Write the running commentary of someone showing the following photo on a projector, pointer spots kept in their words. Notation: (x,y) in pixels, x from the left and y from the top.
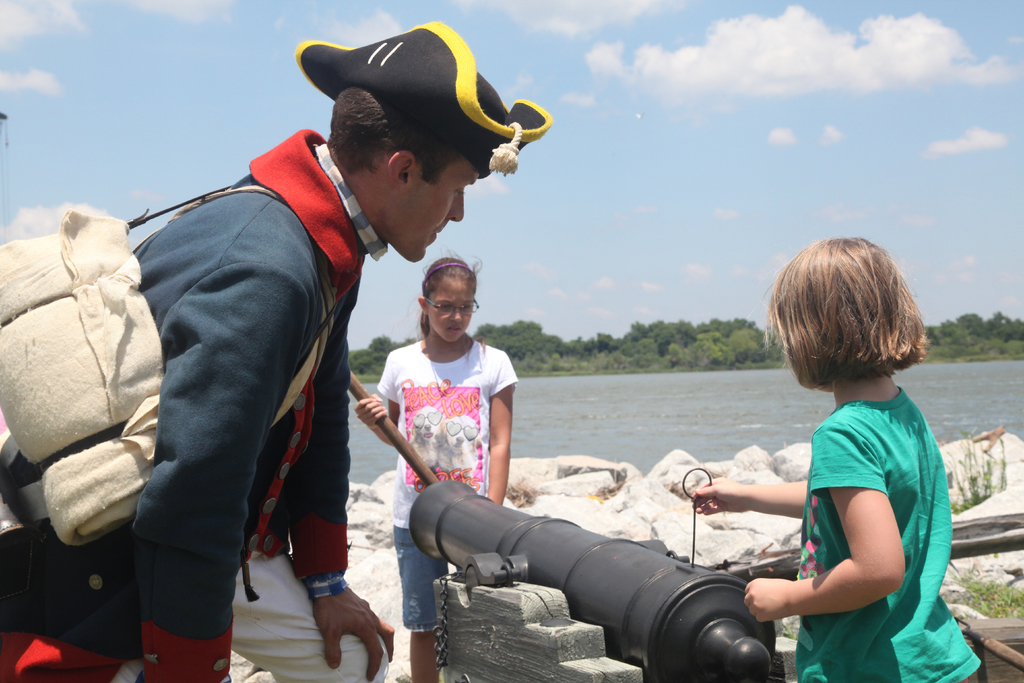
On the left side (194,421), there is a person (185,480) having a handbag (75,386) on his shoulder (295,190) and wearing a cap (408,72). On the right side (932,539), there is a girl (887,514) in a green color T-shirt (865,487), holding a needle (685,492) of a black color object (658,574). In front of this object (419,519), there is another girl (408,475) in a white color, there is water (615,402), there are trees (384,350) and there is sky (35,55).
